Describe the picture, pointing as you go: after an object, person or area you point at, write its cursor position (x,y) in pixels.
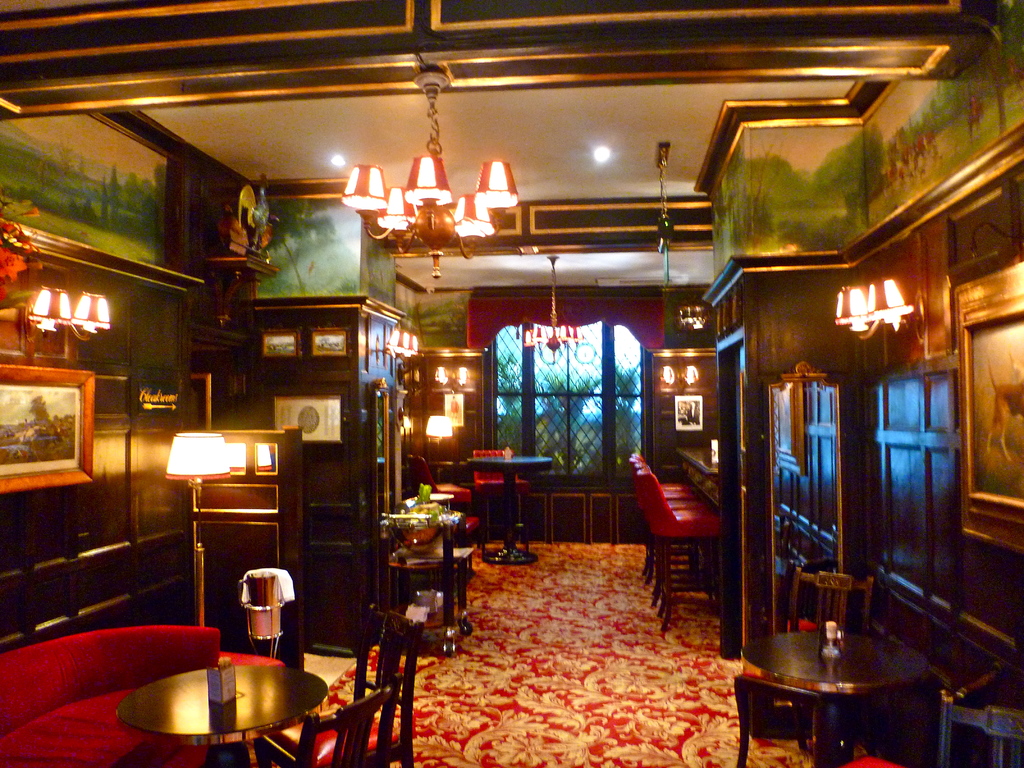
This picture is an inside view of a room (668,385). In this picture we can see tables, chairs (468,521), lamp (452,428), wall (893,437), cupboards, chandeliers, roof (549,220), boards (520,215), photo frames (24,421), window (619,420), glass (577,363). At the bottom of the image (579,686) we can see the floor (618,712). At the top of the image (567,88) we can see the roof (537,91).
